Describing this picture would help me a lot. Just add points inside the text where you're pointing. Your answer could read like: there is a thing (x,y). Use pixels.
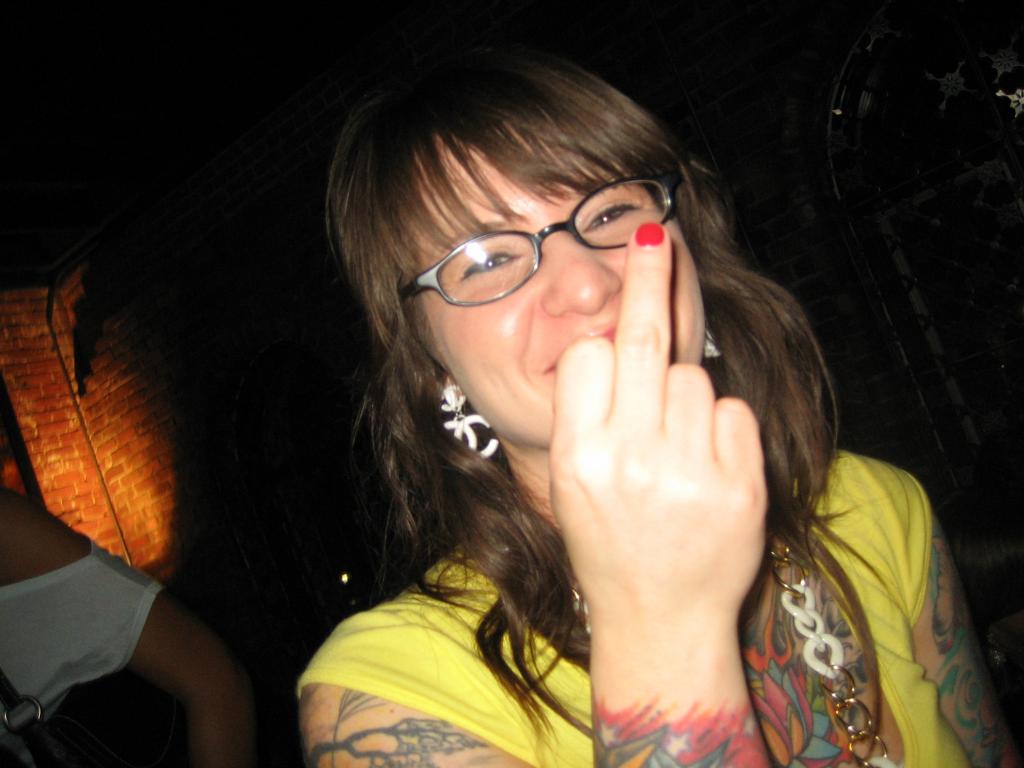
In the center of the image (540,257) there is a woman (665,398) wearing spectacles (470,290). In the background (78,298) there is wall (53,401).
